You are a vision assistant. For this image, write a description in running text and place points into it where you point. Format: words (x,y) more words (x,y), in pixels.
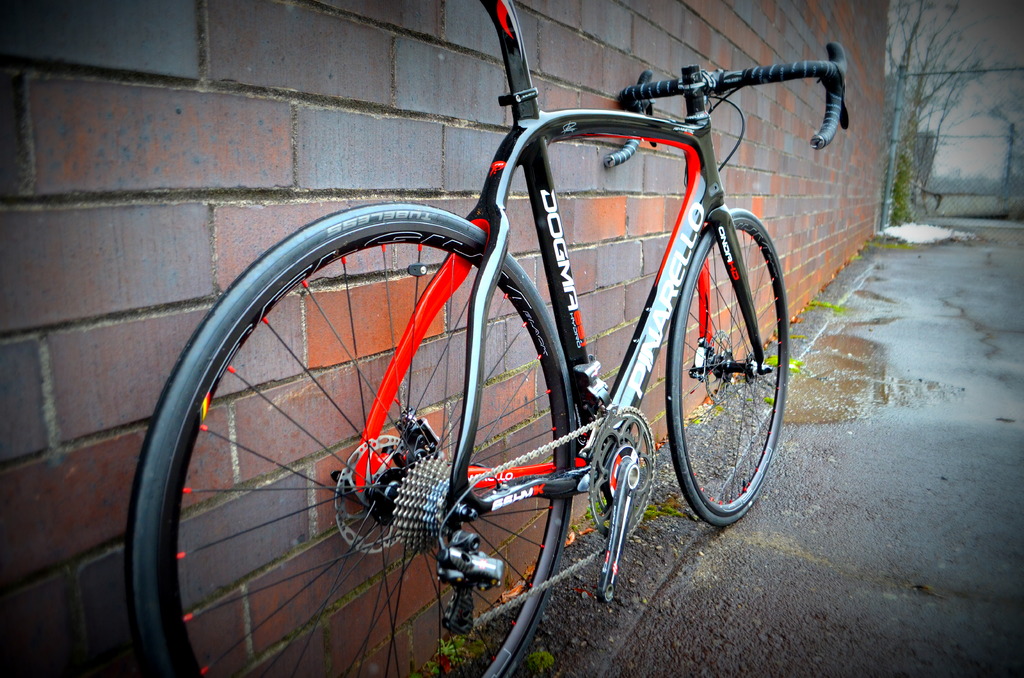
In the picture I can see a bicycle (550,324) on the ground (797,500). In the background (727,121) I can see a brick wall (794,197), fence (885,202), trees (901,199) and the sky (956,149).
